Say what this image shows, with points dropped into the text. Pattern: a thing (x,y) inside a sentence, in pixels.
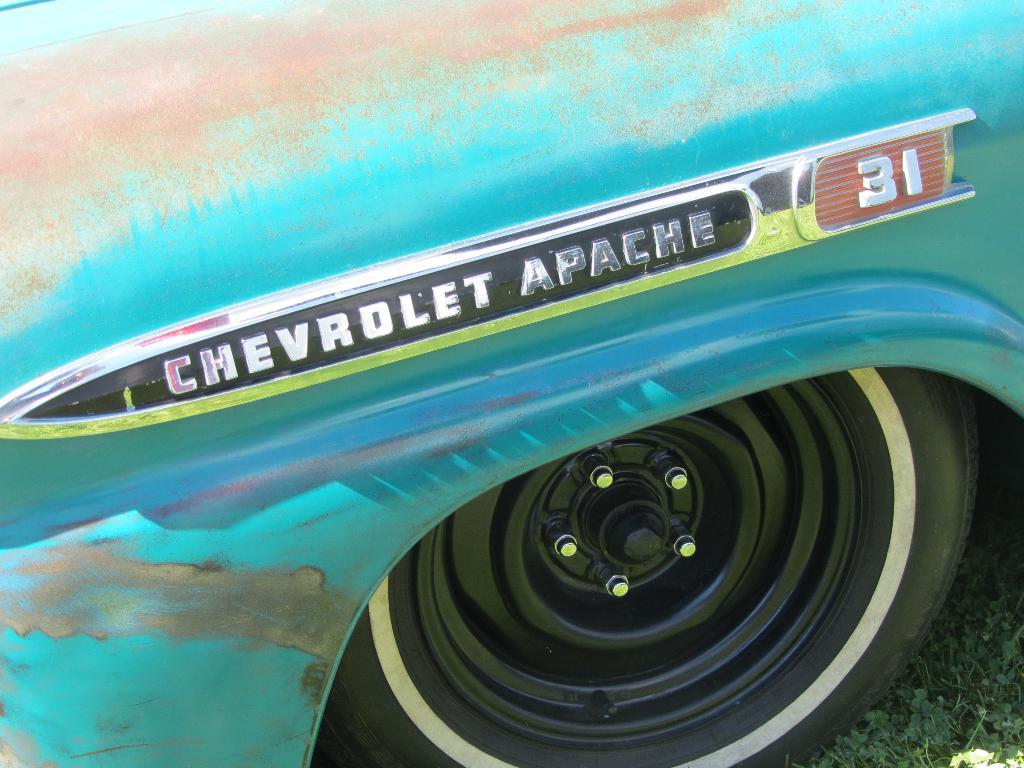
In this picture we can see a wheel (628,542) of a vehicle (592,446) on the grass (992,659) and some text (659,243).
